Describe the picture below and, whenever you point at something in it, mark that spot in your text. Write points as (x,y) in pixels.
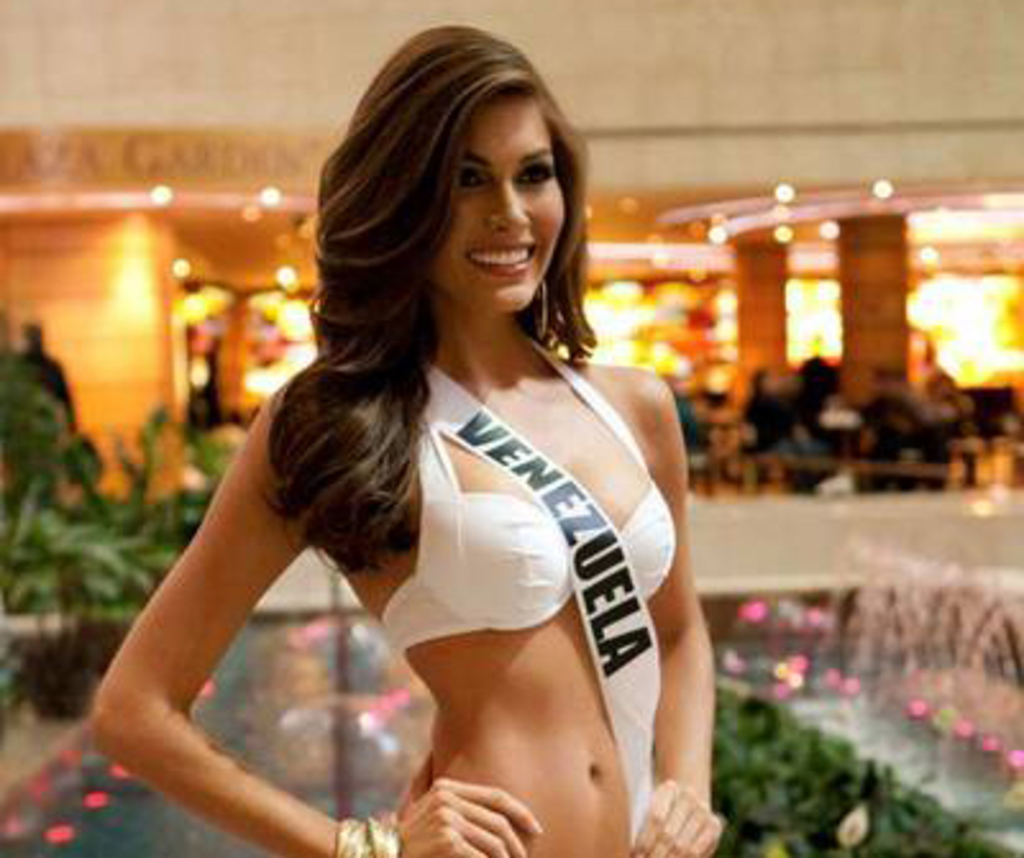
In this picture I can observe a woman (389,478) wearing white color dress (490,557). She is smiling. On the left side (24,555) I can observe some plants (34,527). The background (119,473) is blurred.
